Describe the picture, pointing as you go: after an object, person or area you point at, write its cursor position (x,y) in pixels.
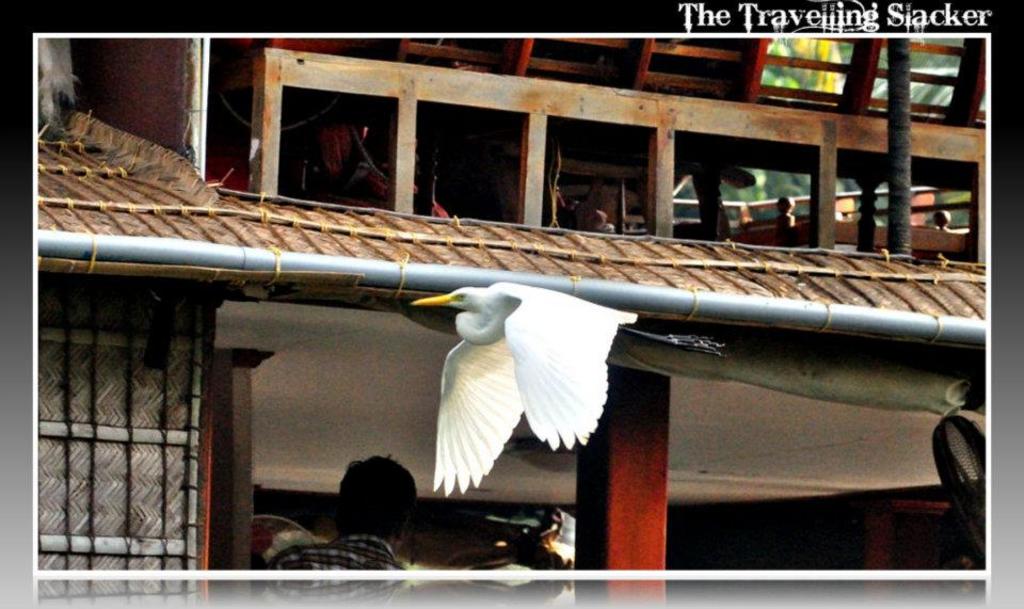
In this image there is a building (226,521), there is a man (357,528) towards the bottom of the image (362,479), there is a pillar (642,474) towards the bottom of the image (647,429), there is a roof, there is a bird (559,356) flying, there is a pipe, there is an object (965,459) towards the right of the image (969,467) that looks like a fan (951,466), there are trees (894,83) towards the top of the image (901,72), there is text (846,29) towards the top of the image (829,15).
